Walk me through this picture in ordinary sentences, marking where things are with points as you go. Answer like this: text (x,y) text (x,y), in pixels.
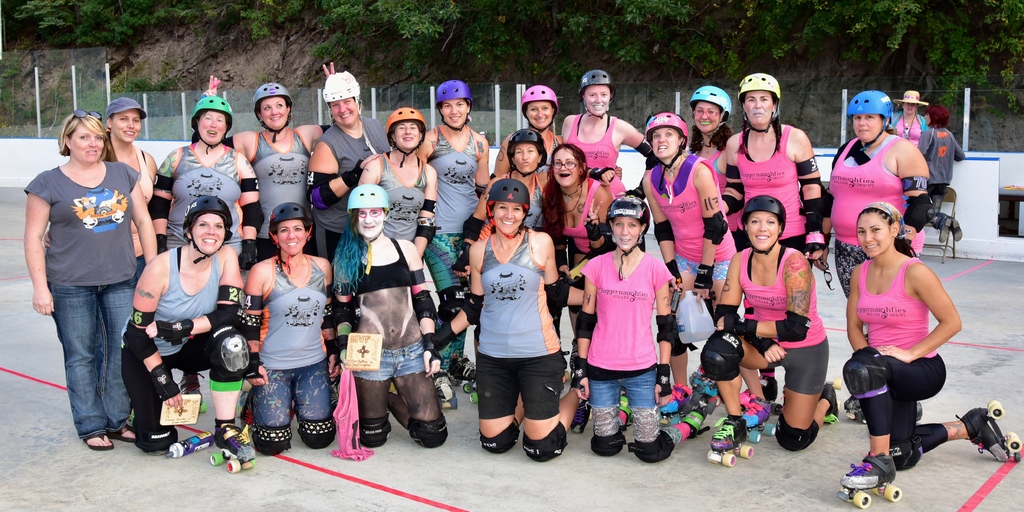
In this image we can see women (499,271) standing and sitting on the floor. In the background (926,130) there are people (910,117) standing on the floor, chairs (945,249), fences (796,118) and trees (492,35).
